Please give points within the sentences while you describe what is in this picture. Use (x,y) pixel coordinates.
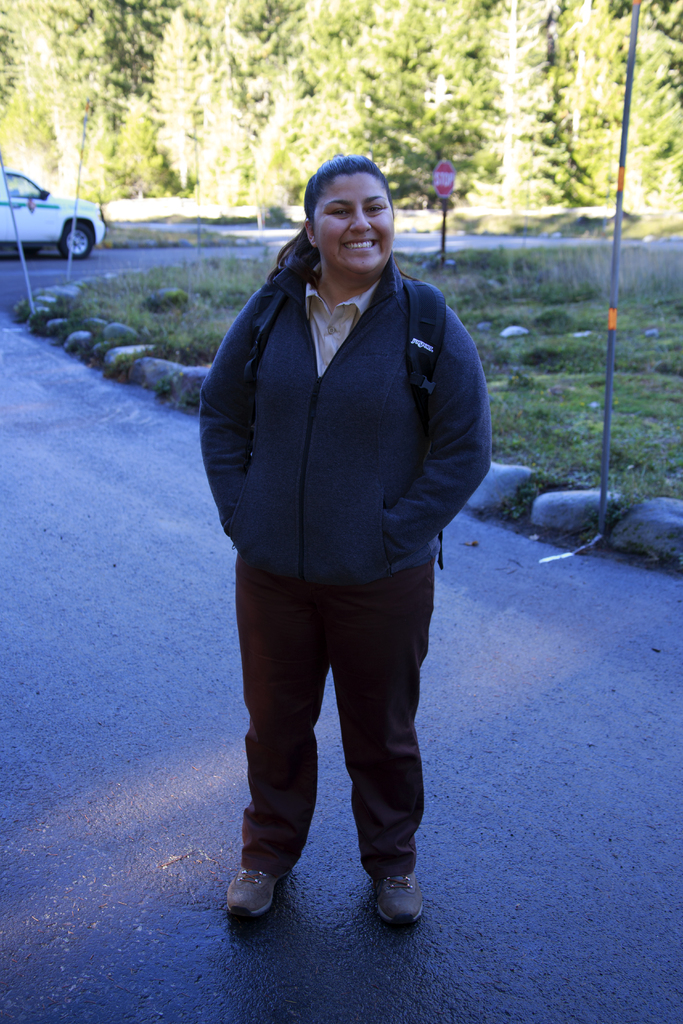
In this image we can see a woman (295,388) standing and wearing a backpack (415,348) and posing for a photo. In the background (31,197), we can see a vehicle (48,199) on the road (31,625) and there is a sign board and we can see some trees (489,195) in the background (342,55).
